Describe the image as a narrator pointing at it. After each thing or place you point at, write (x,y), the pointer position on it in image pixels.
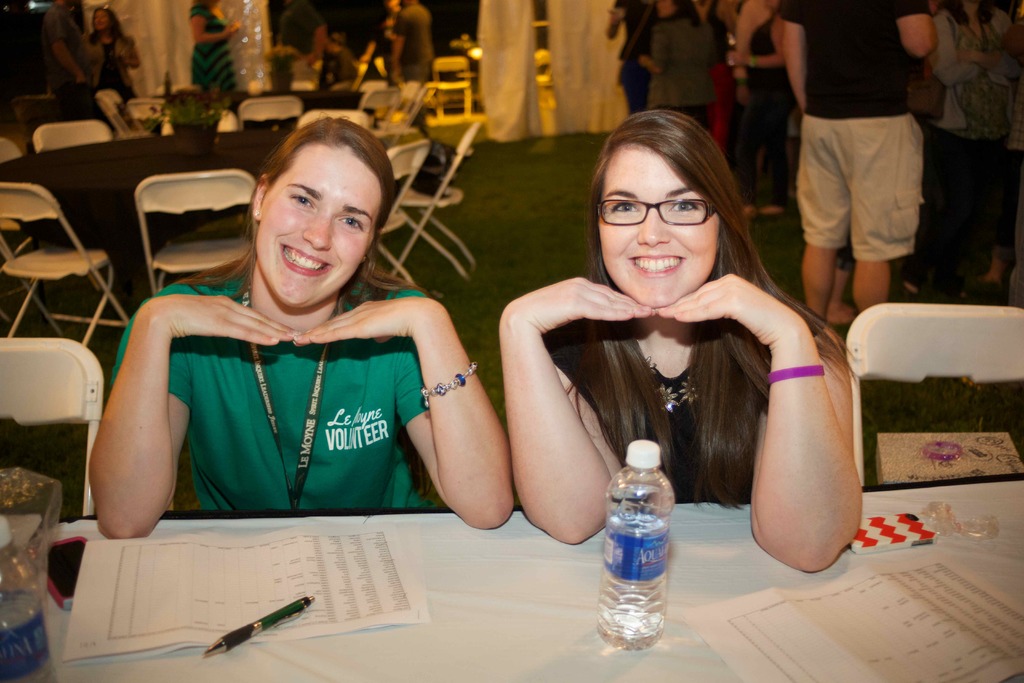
These are two girls (450,477) sitting on the chairs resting their hands (458,507) on the table (461,523). This girl (353,415) is smiling wearing ID card (323,352). This girl (620,357) also smiling behind them there are chairs (450,191) and tables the right side of an image (696,80) there are few people (717,78) standing and the left side of an image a woman (196,58) is moving around.
